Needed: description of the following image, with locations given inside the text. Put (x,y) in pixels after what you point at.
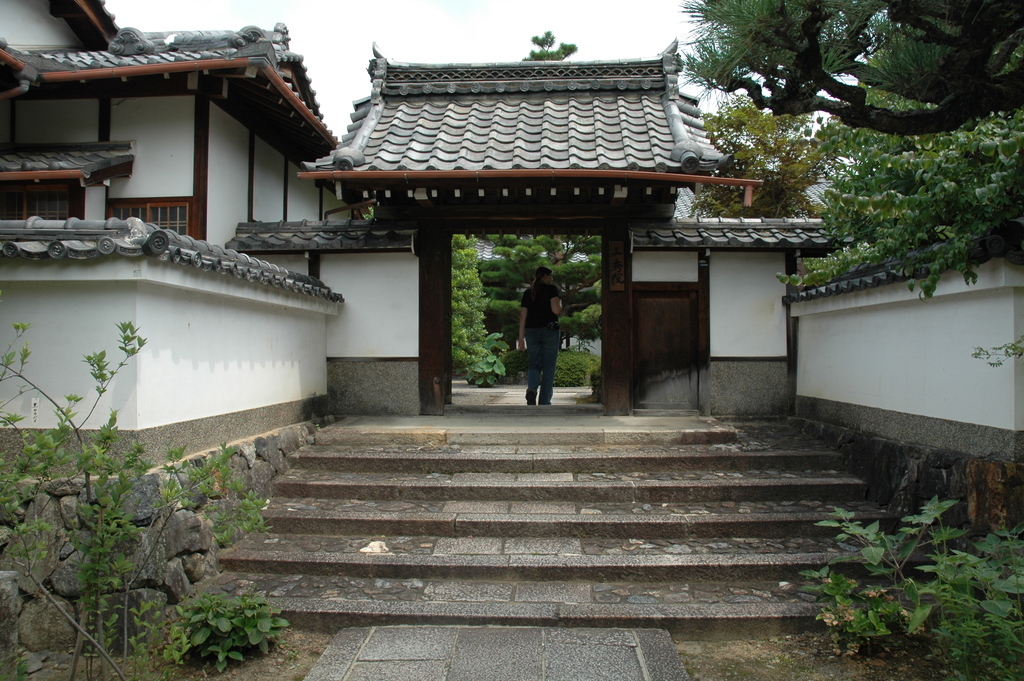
In this image, we can see a woman (549,339) is walking. At the bottom (624,503), we can see stairs (637,510), footpath (403,640), plants (100,518), stone wall (143,550). Background (292,205) we can see a house (174,139), glass windows (159,217), roof (374,161), trees (738,121) and sky (470,35).
